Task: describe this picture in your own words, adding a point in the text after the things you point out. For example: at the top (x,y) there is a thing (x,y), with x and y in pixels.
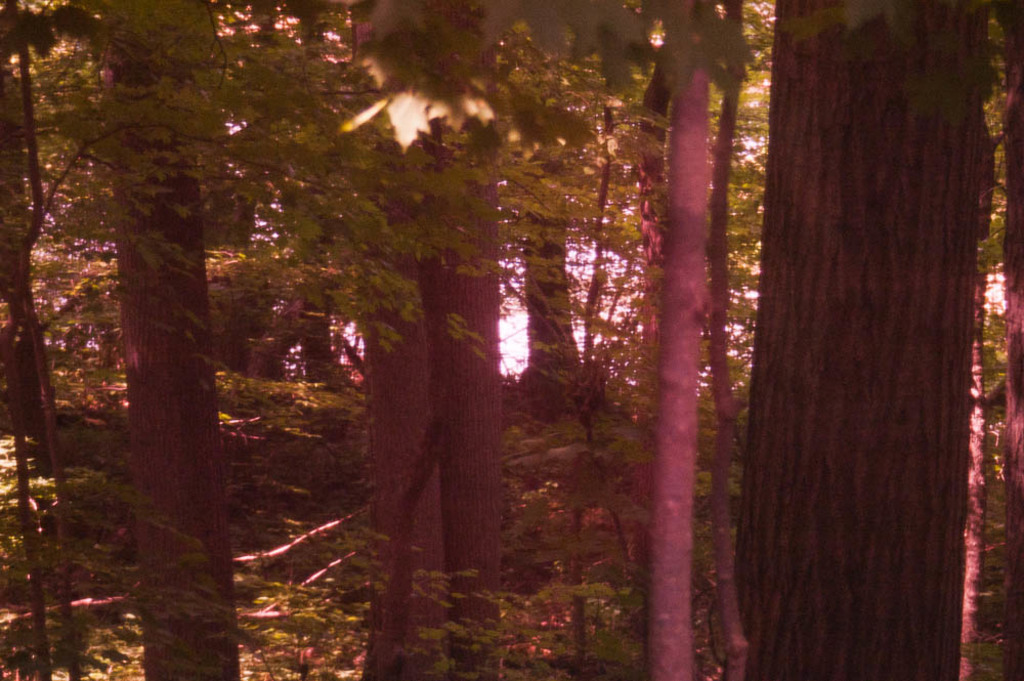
In the picture we can see a full of trees (889,632), and tree branches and near to it we can see some plants (243,641) and grass (247,615).
